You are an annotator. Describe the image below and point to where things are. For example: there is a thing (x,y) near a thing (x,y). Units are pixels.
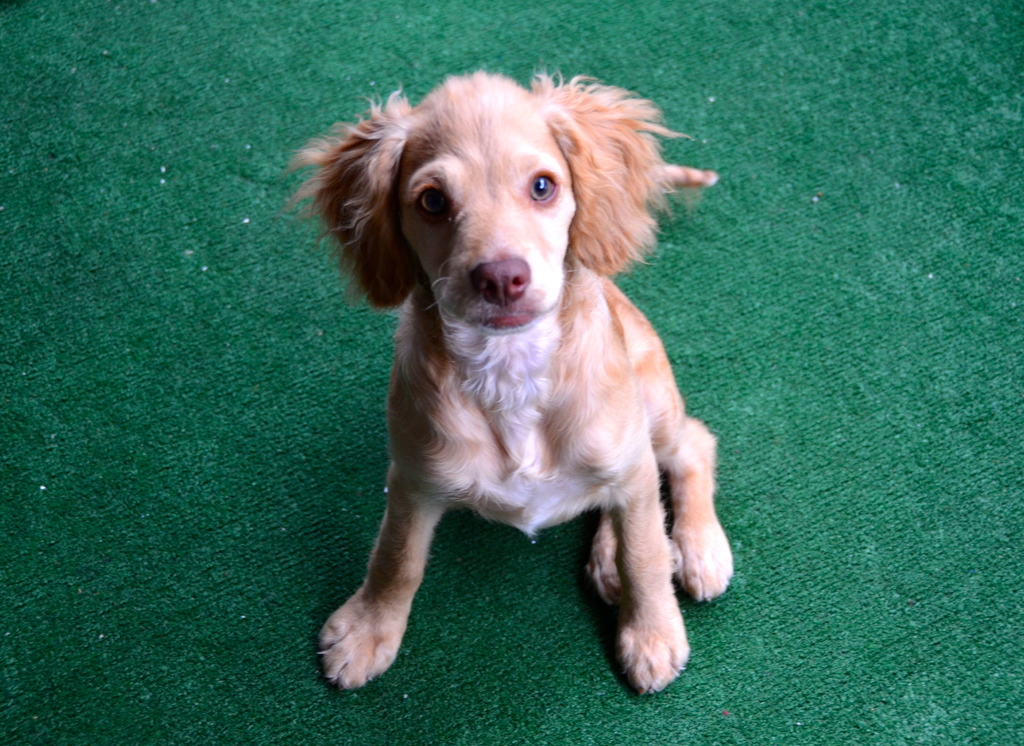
In this picture we can see small brown dog (572,453), sitting on the green carpet (578,584) and looking to the camera.
